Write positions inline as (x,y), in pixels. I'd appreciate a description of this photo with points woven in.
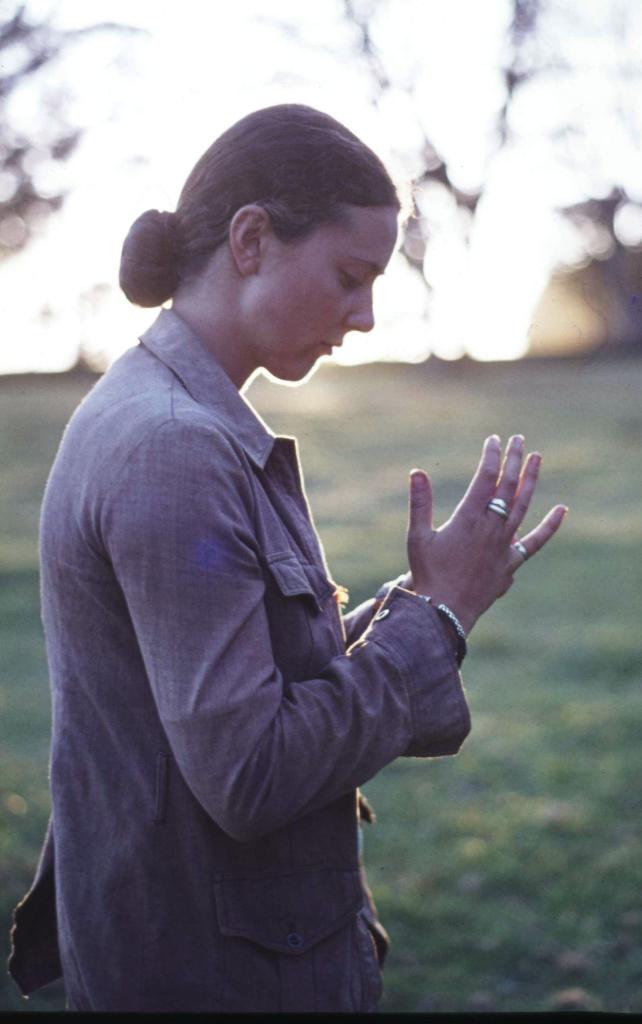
In this image we can see a woman (210,729). In the background (172,85) there are sun rays (461,186) falling. The background (559,153) is blurred.
